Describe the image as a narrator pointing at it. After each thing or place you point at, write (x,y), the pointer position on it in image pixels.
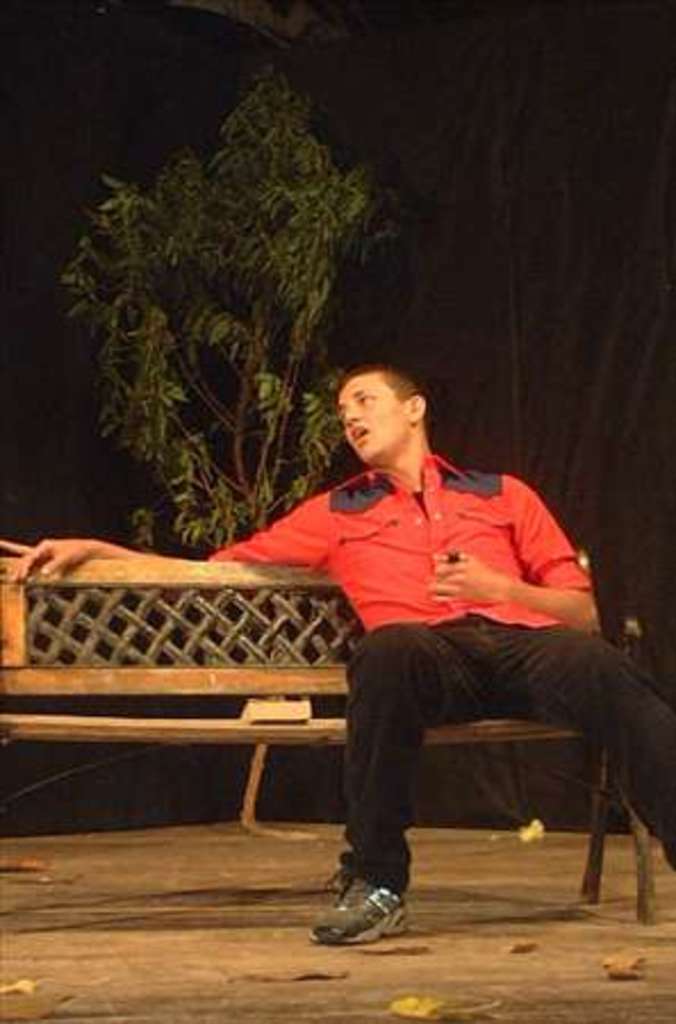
In this picture I can see a bench (145,675) in front (111,678), on which there is a man (328,566) sitting and I see that he is wearing red color shirt (407,551) and black color pants (386,745) and I see the path (66,849). In the background (237,504) I see a tree (219,344) and I see that it is dark.
